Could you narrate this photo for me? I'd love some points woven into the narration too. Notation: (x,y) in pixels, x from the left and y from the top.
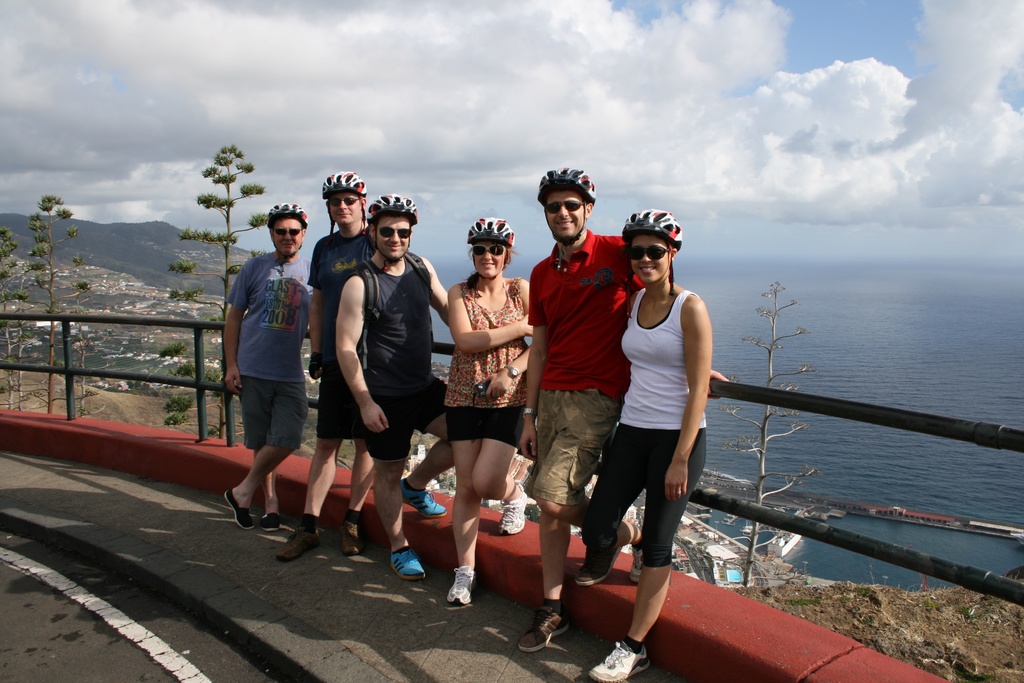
This is an outside view. Here I can see few people (453,299) standing on the footpath (266,541), smiling and giving pose for the picture. At the back of these people (708,385) there is a railing (801,395). On the right side (899,299) there is an ocean (834,304). On the left side (217,238) there are some trees (193,238) and also I can see the buildings (114,295) and hills (162,230). At the top of the image (778,89) I can see the sky (806,24) and clouds (693,57).
